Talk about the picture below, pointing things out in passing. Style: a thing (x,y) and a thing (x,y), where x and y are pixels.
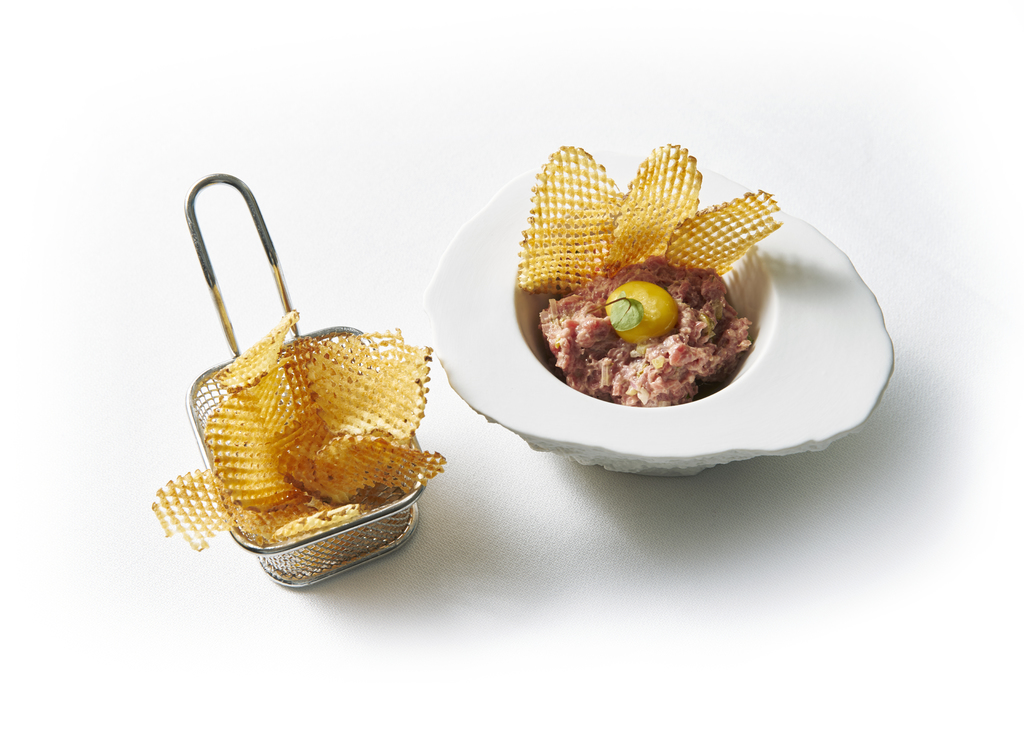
On the left side (313,546) there is a chip pan (216,370) which consists of some chips (280,410). Beside this there is a bowl (691,426) which consists of meat (641,362) and few chips (603,230). These are placed on a white surface (567,612).
